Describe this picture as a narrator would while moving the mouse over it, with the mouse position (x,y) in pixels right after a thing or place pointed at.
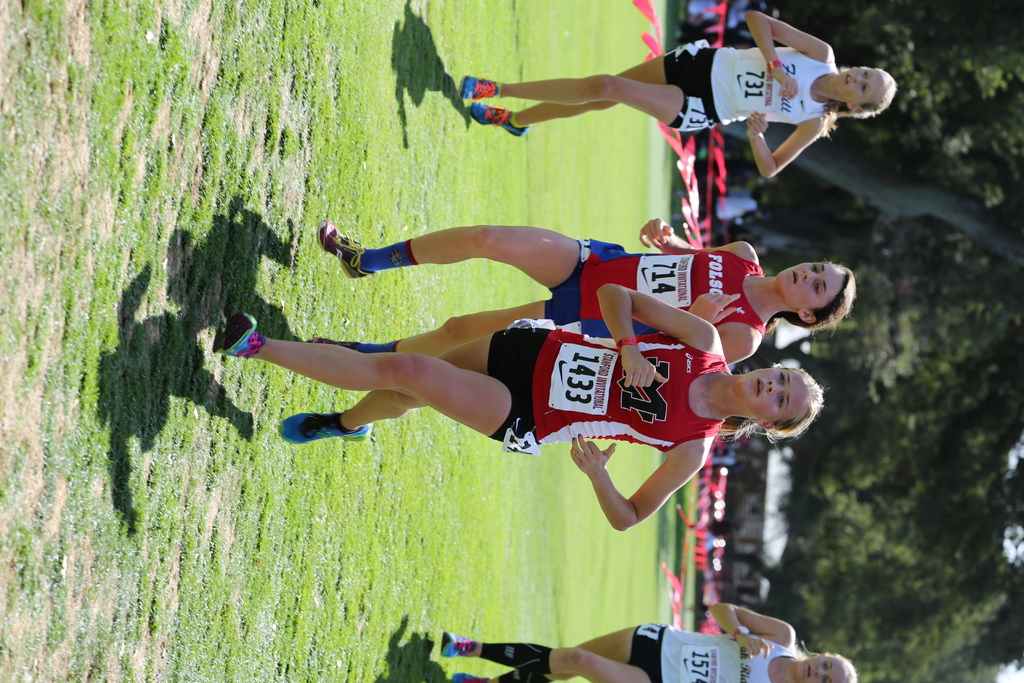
In this image I can see group of people (574,242) running wearing red color dress (726,370). Background (937,442) I can see trees (877,459) and grass (453,611) in green color.
